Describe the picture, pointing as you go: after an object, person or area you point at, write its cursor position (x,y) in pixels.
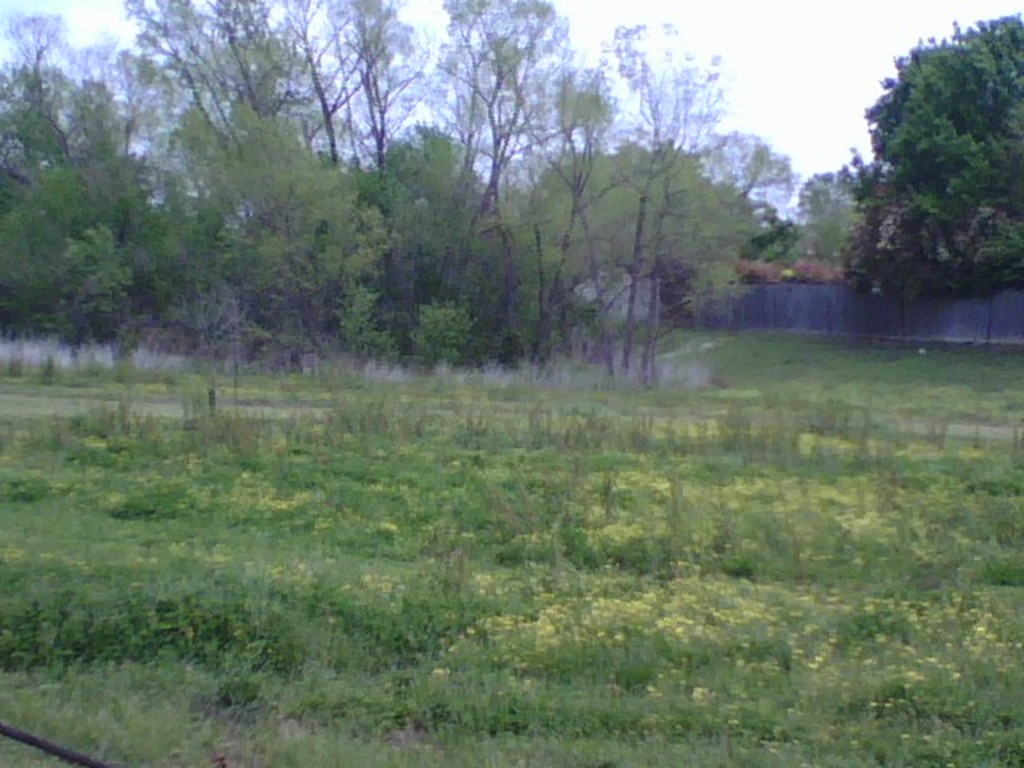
In this image I can see a land (668,466) and I can see grass (522,391) on the land (420,437) and I can see the wall (723,312) and trees (627,199) in the middle (495,328), at the top (880,9) I can see the sky (782,70) and I can see flowers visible on grass (551,601).
